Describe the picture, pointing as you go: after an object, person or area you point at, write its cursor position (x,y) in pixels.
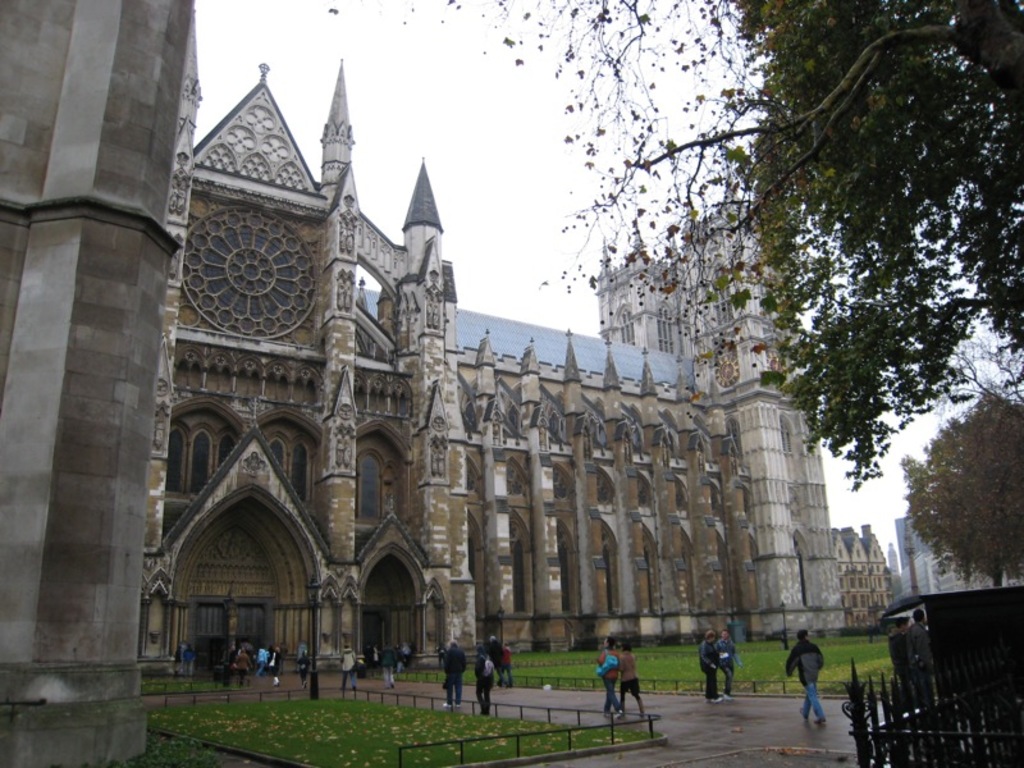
In this picture i can see the church (241,362), buildings (152,346) and trees (983,500). At the bottom (802,648) there is a man (801,663) who is wearing jacket (805,678), jeans (807,708) and shoe (820,721). He is walking on the road (750,710), beside him there is a man (924,677) who is standing near to the shed (936,671) and fencing (934,701). Beside the street light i can see many people (274,668) were walking. At the top (410,50) there is a sky (405,51). In the bottom left (328,721) i can see the grass (297,741) and leaves (330,735).
